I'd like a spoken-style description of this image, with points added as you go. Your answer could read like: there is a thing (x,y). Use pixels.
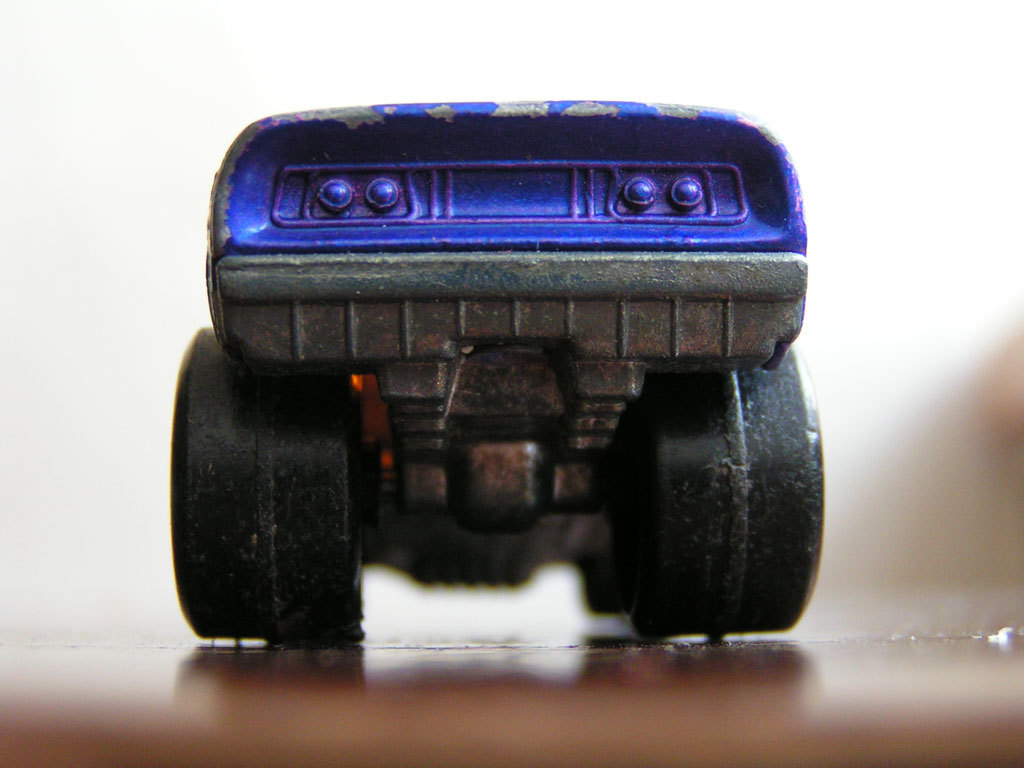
In this image I can see a toy (684,418) in blue color. There are Tyres (600,561) in black color.
